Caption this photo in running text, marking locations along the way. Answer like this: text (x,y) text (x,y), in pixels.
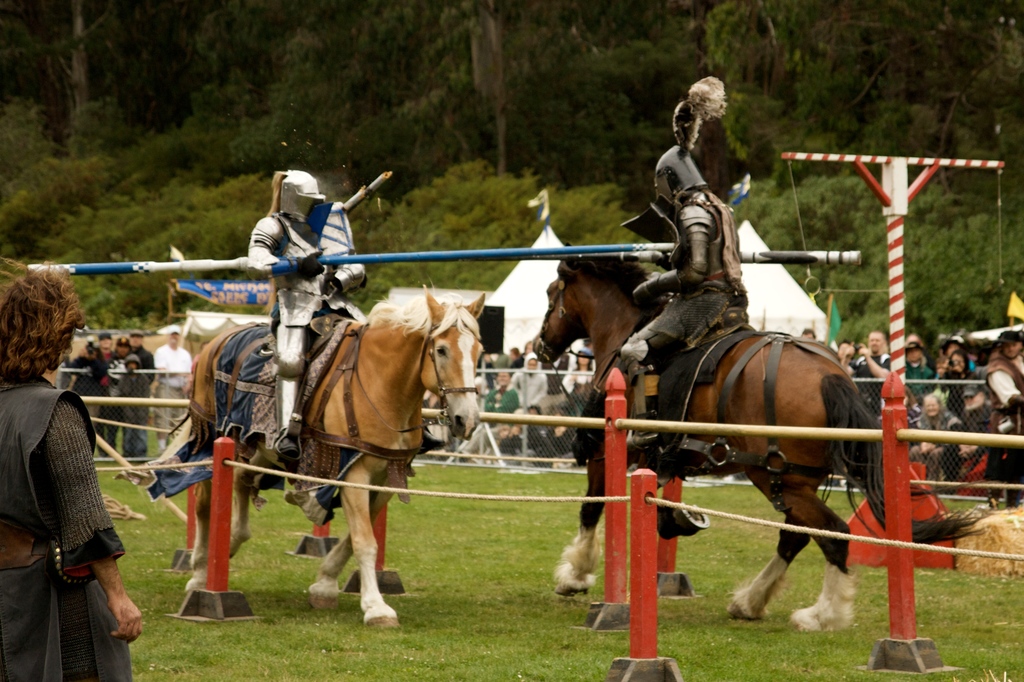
In this image there are two horses (390,412) running on the ground (496,537). There are people (714,272) sitting on the horses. They are wearing costumes (313,247). Around the horse's (880,509) there is a fencing (74,370). There is grass (350,618) on the ground (402,643). There are few people (856,377) standing and few sitting. In the background (523,284) there are tents (532,284) and trees (592,120).
